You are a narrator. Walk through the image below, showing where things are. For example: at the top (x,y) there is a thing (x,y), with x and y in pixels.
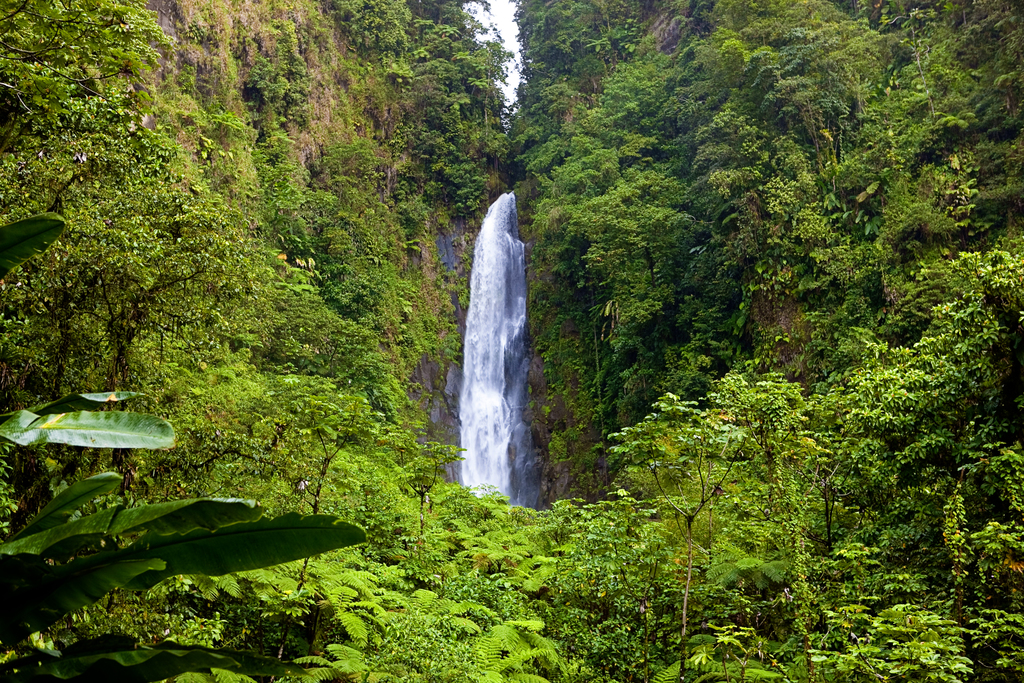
In this picture there are two mountains (511,153), in between the mountains (506,163) there is a waterfall (507,451), mountains (566,450) are surrounded with green trees (811,395).
